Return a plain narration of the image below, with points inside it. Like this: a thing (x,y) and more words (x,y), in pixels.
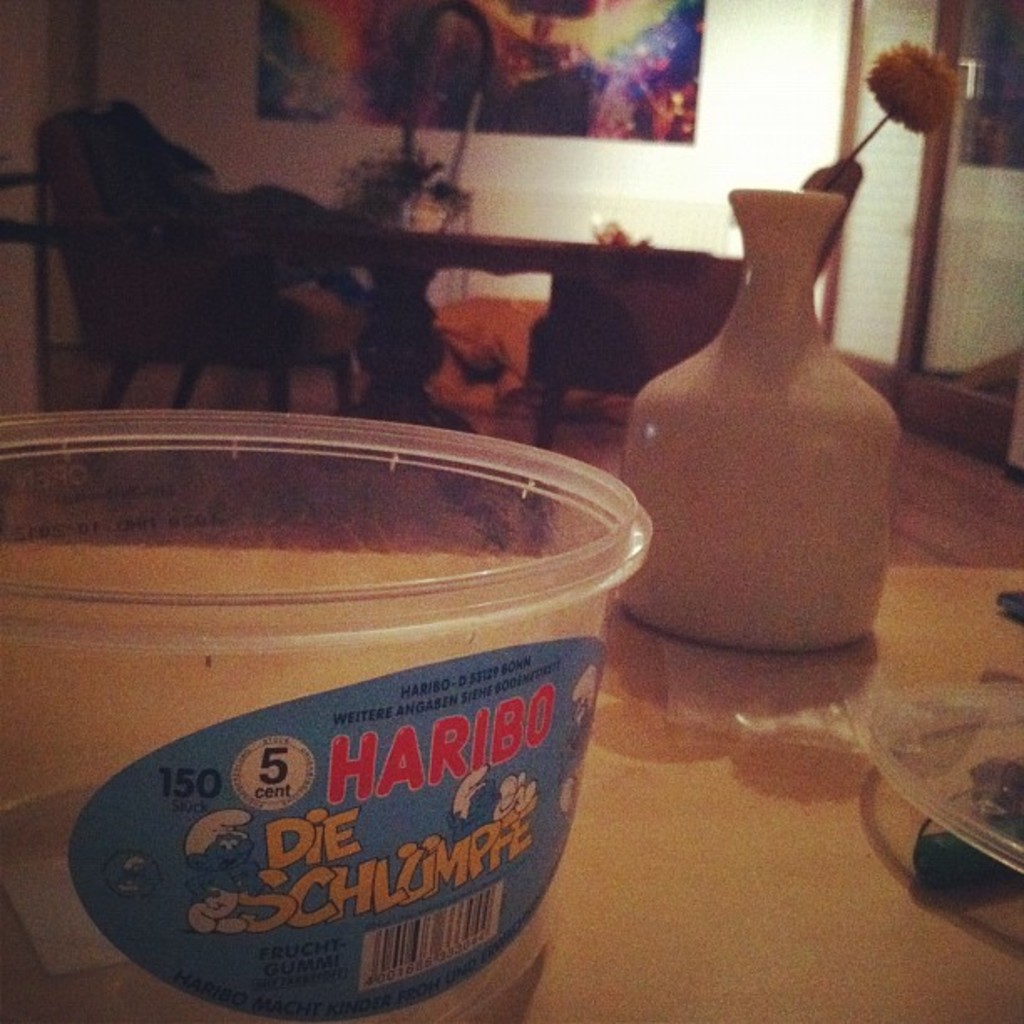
This is an inside view. At the bottom (655,839) there is a table (655,812) on which a bowl (459,673), flower vase (753,519) and some other objects (955,770) are placed. In the background (478,260) there is another table (361,250) on which a house plant (413,177) is placed. Around the table (403,242) there are few chairs (615,317). In the background (565,77) there is a poster (611,56) attached to the wall (705,167). On the right side (980,197) there is a door (968,260).
